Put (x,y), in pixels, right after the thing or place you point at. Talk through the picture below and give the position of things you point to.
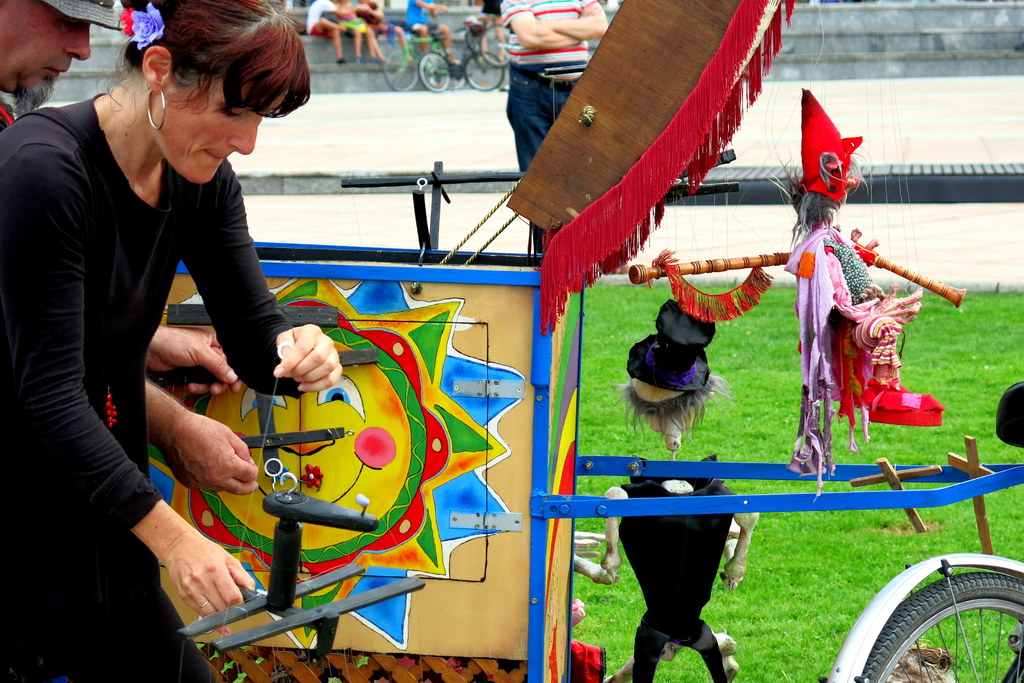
In this image we can see a painting board (512,445), bicycles (428,45), path (348,152), stairs (839,76), grass (793,524), people (224,258) and also some other objects (649,88).
